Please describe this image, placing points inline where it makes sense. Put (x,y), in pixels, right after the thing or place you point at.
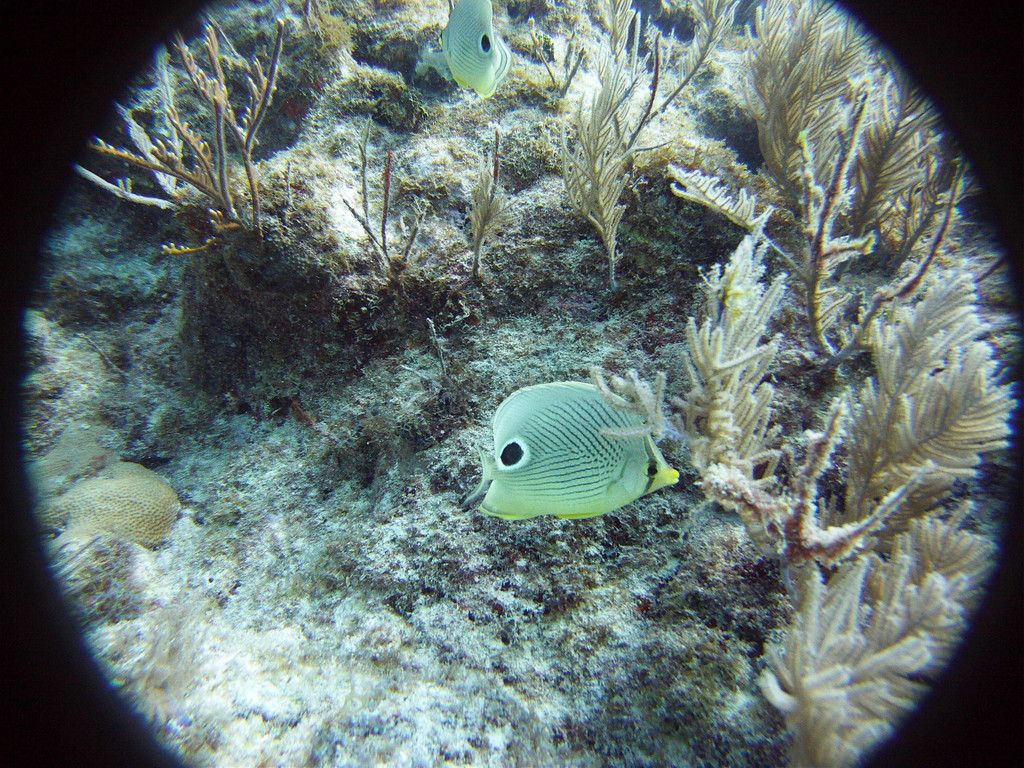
In this picture, we see the fishes (470,50) are swimming in the water (453,317). Beside that, we see the aquatic plants (812,459). This picture might be clicked in the aquarium (380,536) or in the sea (380,507). On either side of the picture, it is black in color and this might be an edited image.
